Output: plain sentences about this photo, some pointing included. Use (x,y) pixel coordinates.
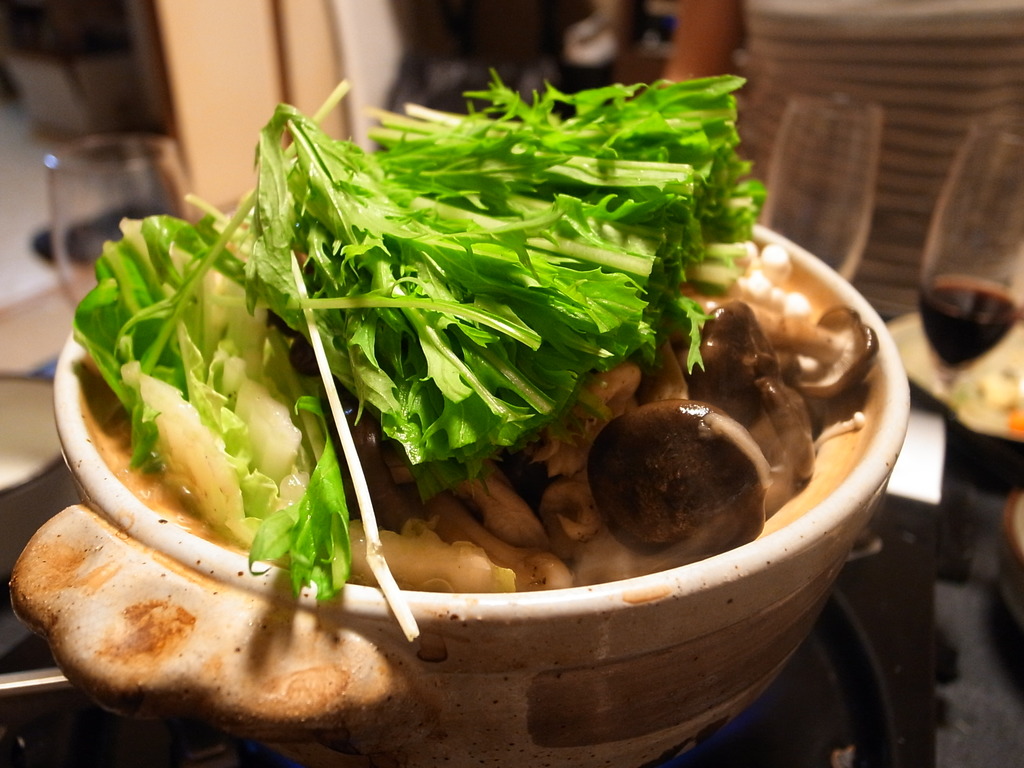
In the image we can see in a bowl (339,673) there are food items (538,447) such as boiled mushroom (702,397) and fresh greens (558,285). Behind there are wine glasses (998,301), one filled with wine (1003,317) and kept on the table (943,604).
